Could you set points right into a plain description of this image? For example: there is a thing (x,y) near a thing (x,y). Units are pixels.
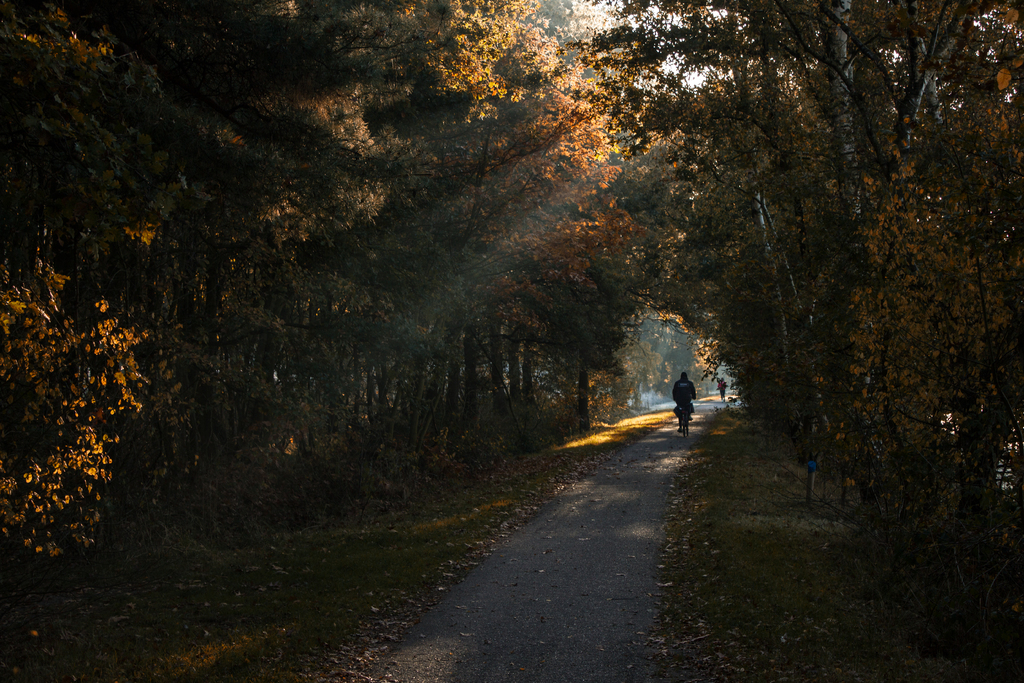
In this image, we can see a road (604,516) in between trees (830,197). There is a person (687,396) in the middle of the image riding a bicycle (682,417).
